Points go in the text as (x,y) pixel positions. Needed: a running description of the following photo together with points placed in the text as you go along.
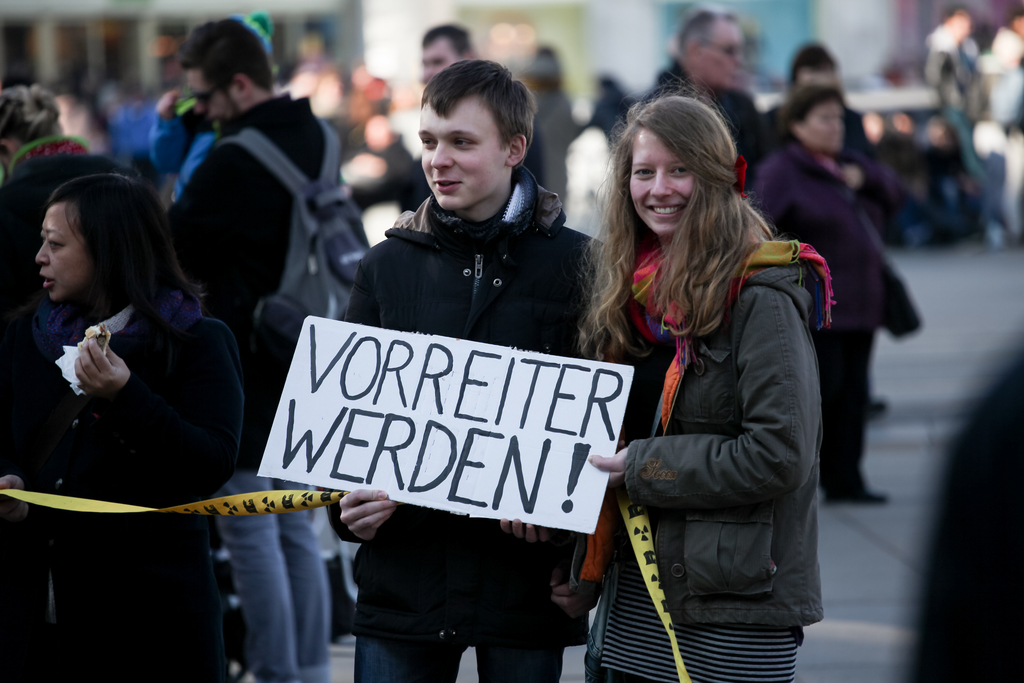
In the center of the image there are two people (356,496) holding placard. In the background of the image (349,120) there are many people (738,96).
